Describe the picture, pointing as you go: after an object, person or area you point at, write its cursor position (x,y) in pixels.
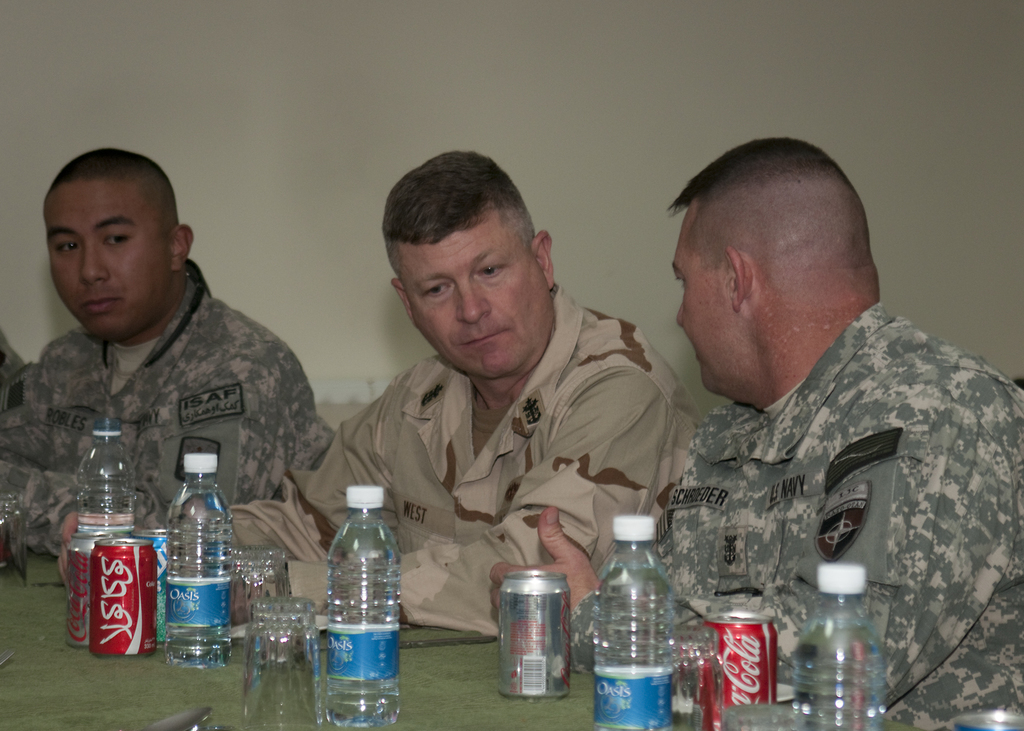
In this image I see 3 men (1012,467) who are sitting and there are lot of bottles (847,703), glasses (5,505) and cans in front of them.
